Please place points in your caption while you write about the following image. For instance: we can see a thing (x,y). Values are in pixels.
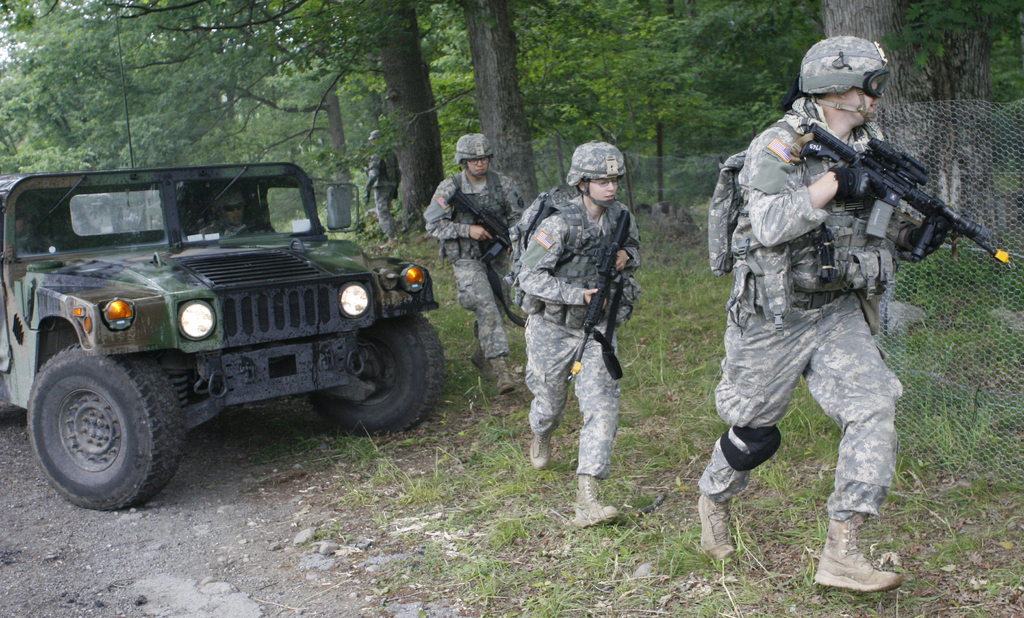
In this picture we can see a vehicle (268,367) on the ground (182,571) with a person (226,199) sitting in it, fencing net (897,310), three people (515,288) are holding guns (884,172) with their hands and walking on the grass (526,525). In the background (389,172) we can see a person (388,186) and trees (436,65).
